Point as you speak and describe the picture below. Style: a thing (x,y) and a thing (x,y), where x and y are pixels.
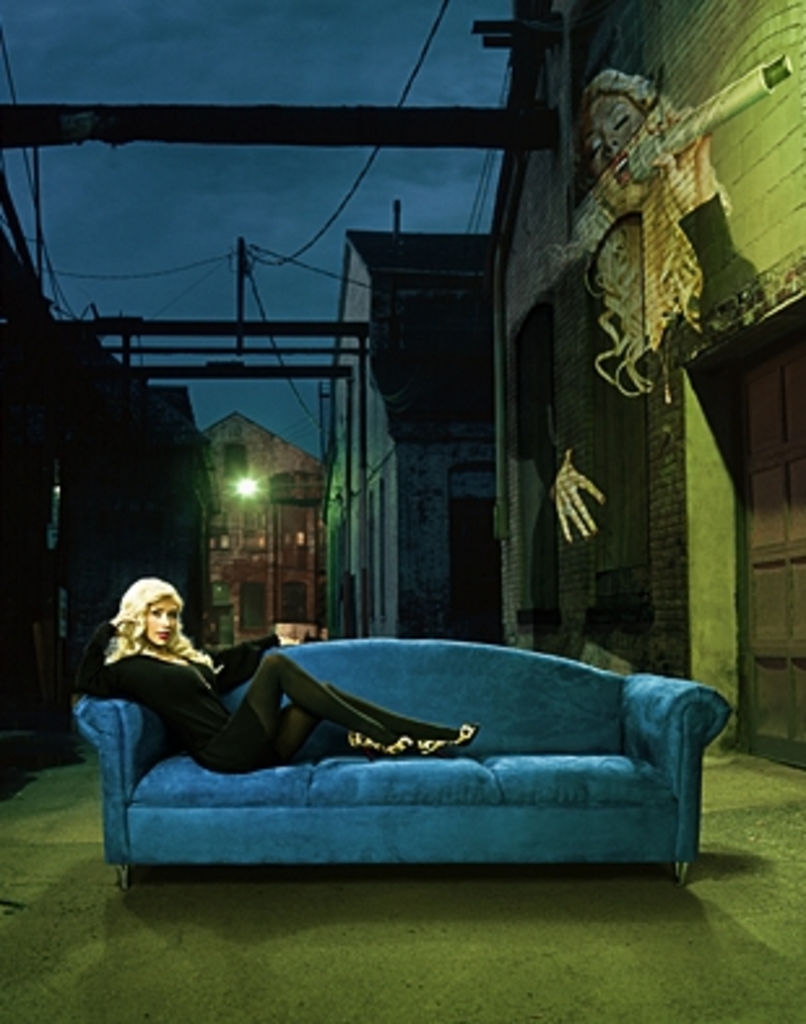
This image consists of a sofa (140,789) and a person (257,721) sitting on it. She is wearing black dress (248,737). There are buildings (558,343) on right side (639,345) and left side of the image (142,456). There is Sky (164,77) on the top (389,147). There are wires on the top (359,282). There is light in the middle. The sofa (473,693) is in blue color.
